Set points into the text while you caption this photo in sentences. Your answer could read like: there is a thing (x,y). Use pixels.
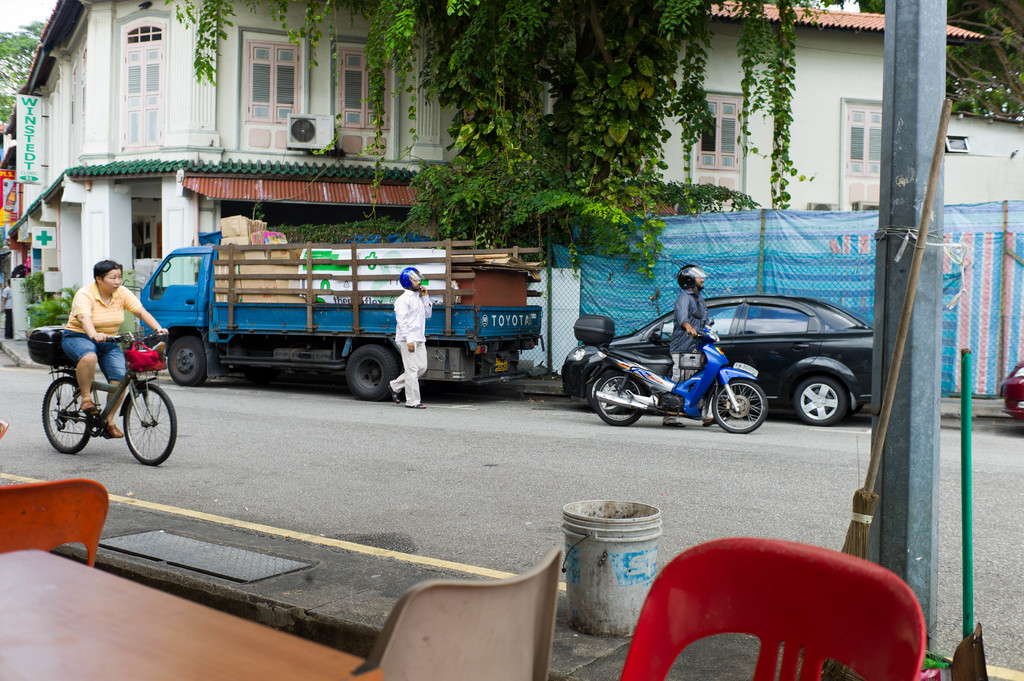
In this image I can see few people (686,268) where one is with his motorcycle (705,363) and another one is cycling cycle (87,420). In the background (821,350) I can see few vehicles (330,292), few trees (626,36) and few buildings (246,105).
